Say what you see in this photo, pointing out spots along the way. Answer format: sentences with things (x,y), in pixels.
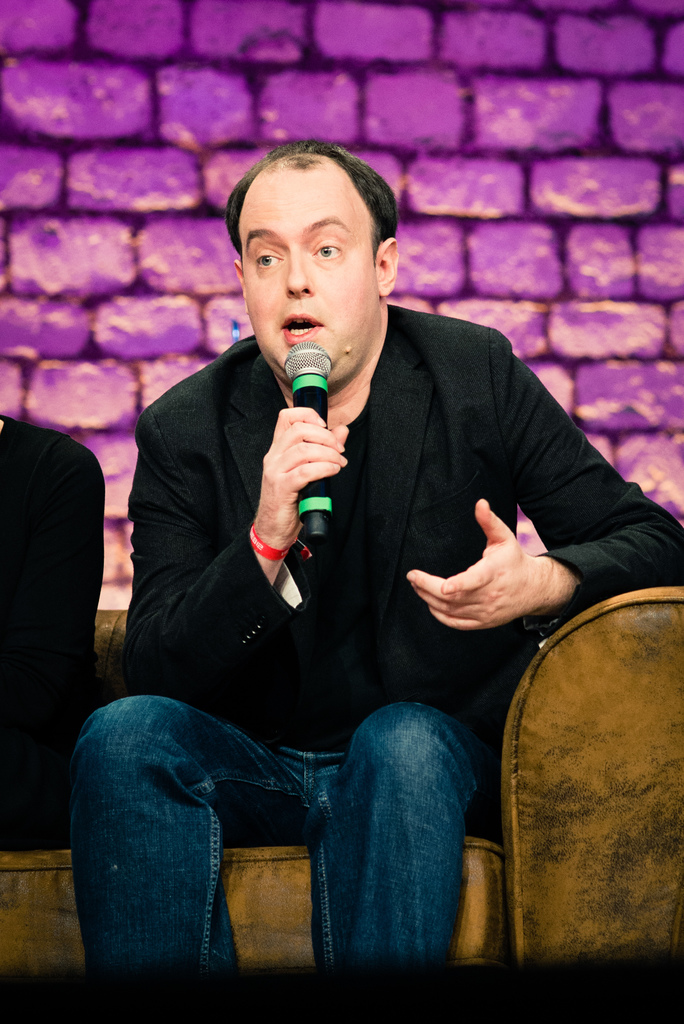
This picture shows a man (118,899) seated on the chair (589,732) and speaking with the help of a microphone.
